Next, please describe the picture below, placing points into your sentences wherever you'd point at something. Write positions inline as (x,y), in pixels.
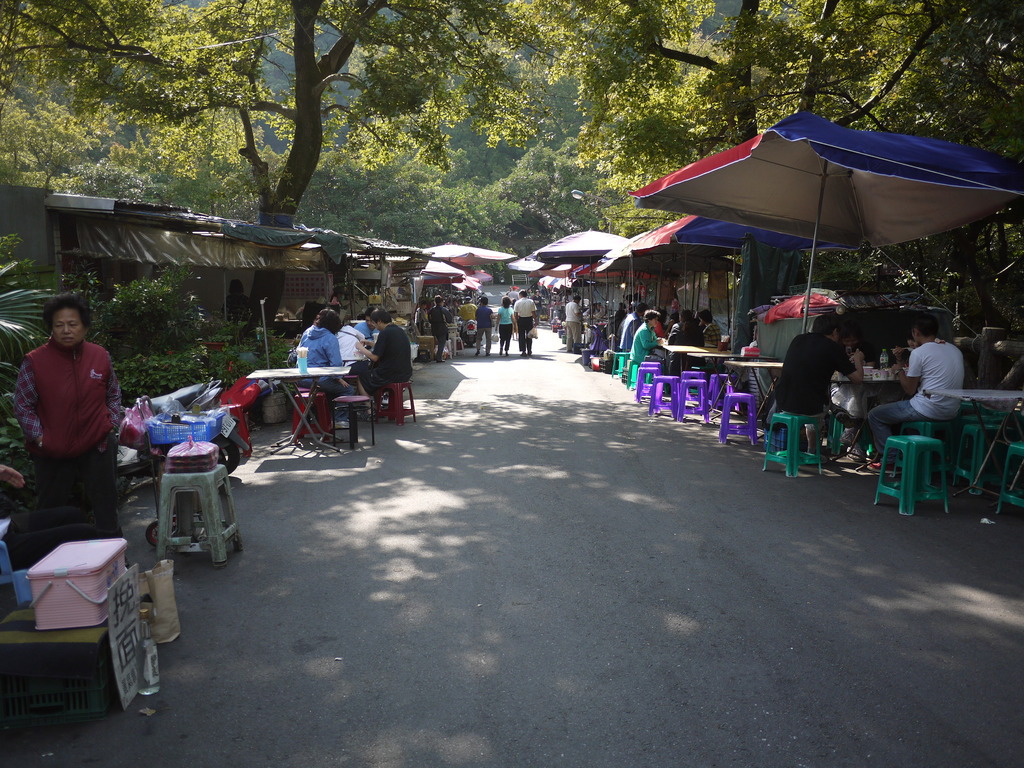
This picture describes about group of people (359,363) few are seated on the chair (785,454) few are standing and few are walking on the road (539,360) we can see boxes (81,581) on the table (24,615) and some tents (776,201) and also we can see couple of trees (593,77).
